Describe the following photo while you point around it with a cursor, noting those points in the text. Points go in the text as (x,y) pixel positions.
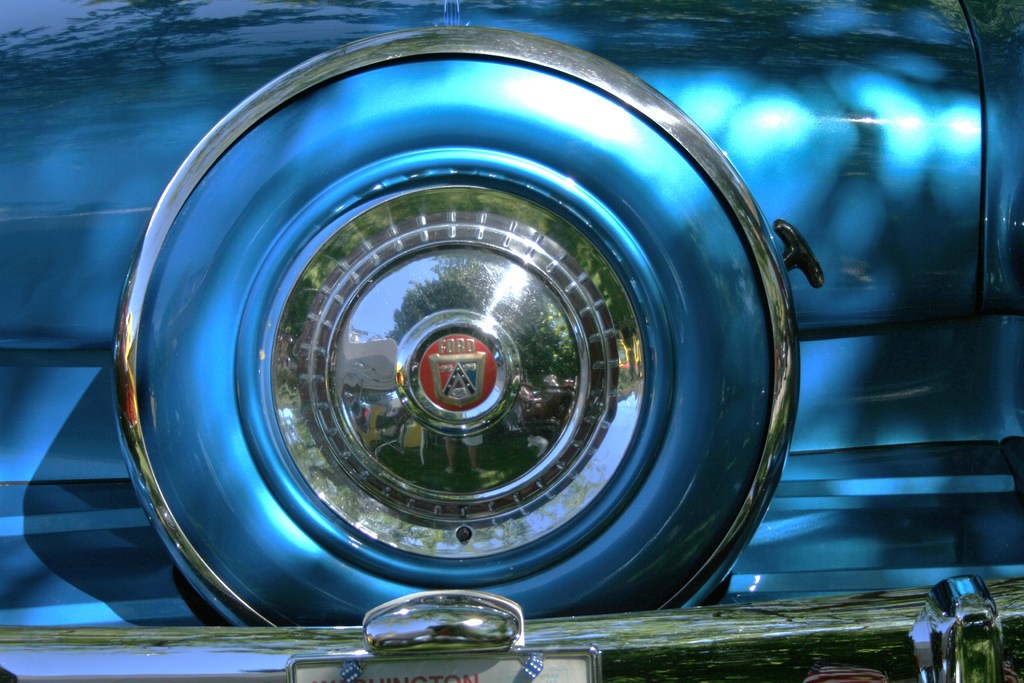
In this image, we can see a car (794,171) which is in blue color. In the middle of the image (467,324), we can see spare wheel (665,304) of the car (412,484).
